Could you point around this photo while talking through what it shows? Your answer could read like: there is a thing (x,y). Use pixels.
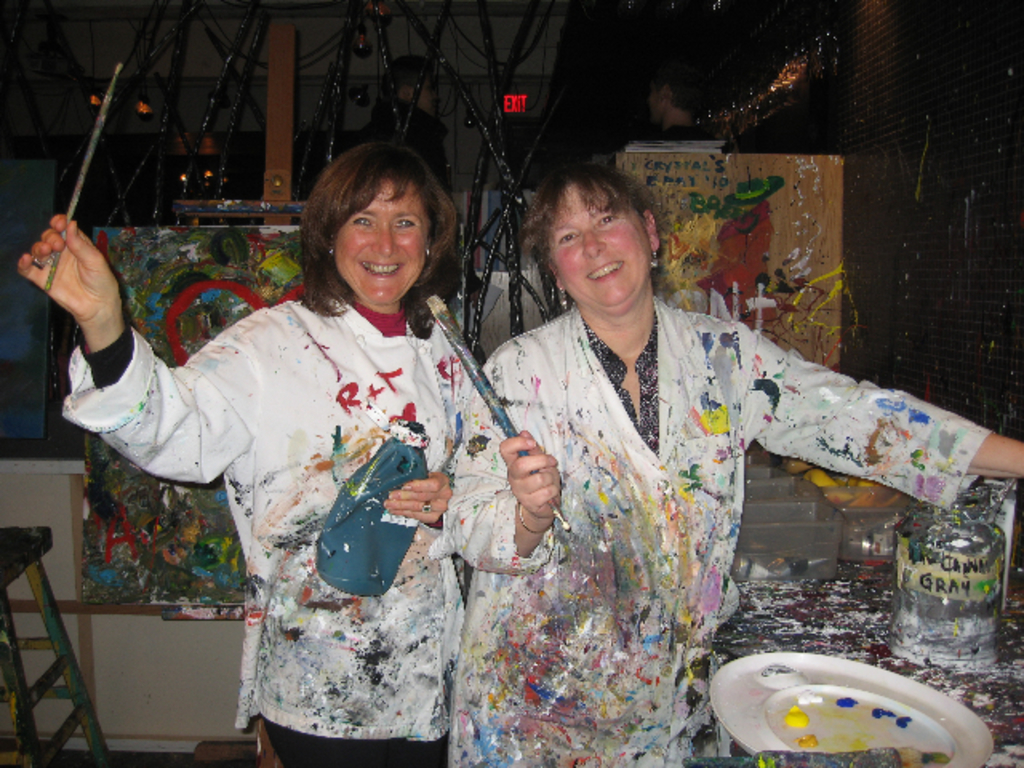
In this image in the foreground (375,596) there are two women (366,376) who are standing and smiling, and they are holding brushes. And they are wearing coats (484,481), on the coats (570,441) there is painting (554,612). And on the right side of the image (894,691), there is a plate (819,711). On the plate (830,714) there are some colors (801,716), and some objects (898,495) and table (807,599). And in the background (455,81) there are some boards (784,258), lights (207,172) and some other objects (64,648).
